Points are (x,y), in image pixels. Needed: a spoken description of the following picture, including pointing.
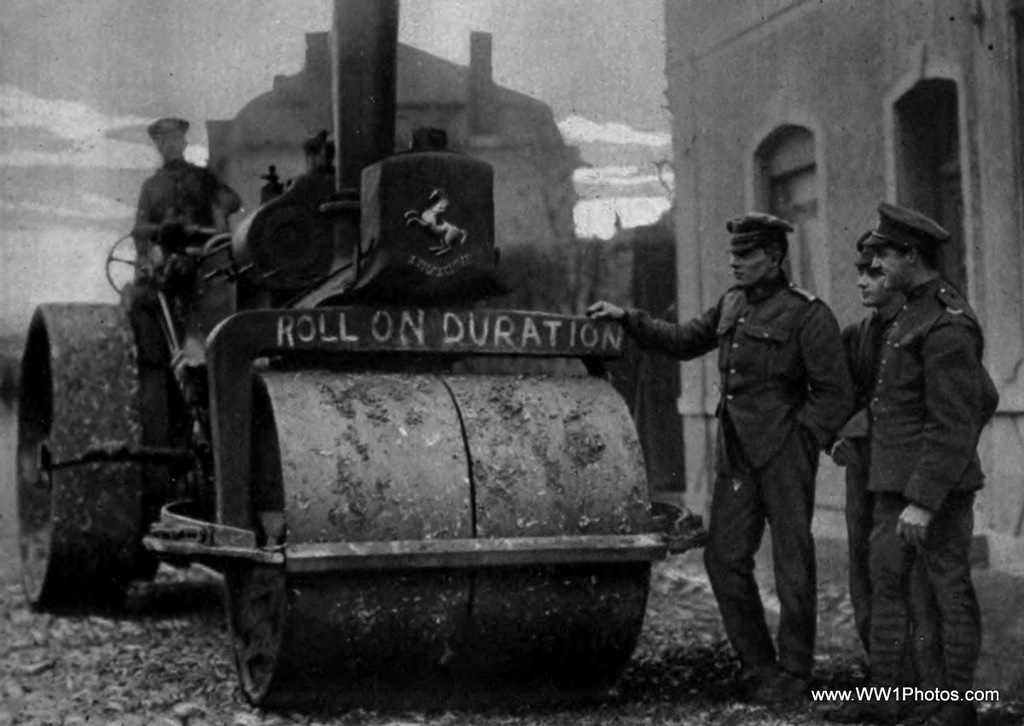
In this picture we can see a vehicle (314,583) on the ground (185,638) with a man (215,222) sitting on it and beside this vehicle (409,185) we can see three men (806,352) standing, buildings (863,220) and in the background (150,60) we can see the sky (125,71) with clouds (143,120).
